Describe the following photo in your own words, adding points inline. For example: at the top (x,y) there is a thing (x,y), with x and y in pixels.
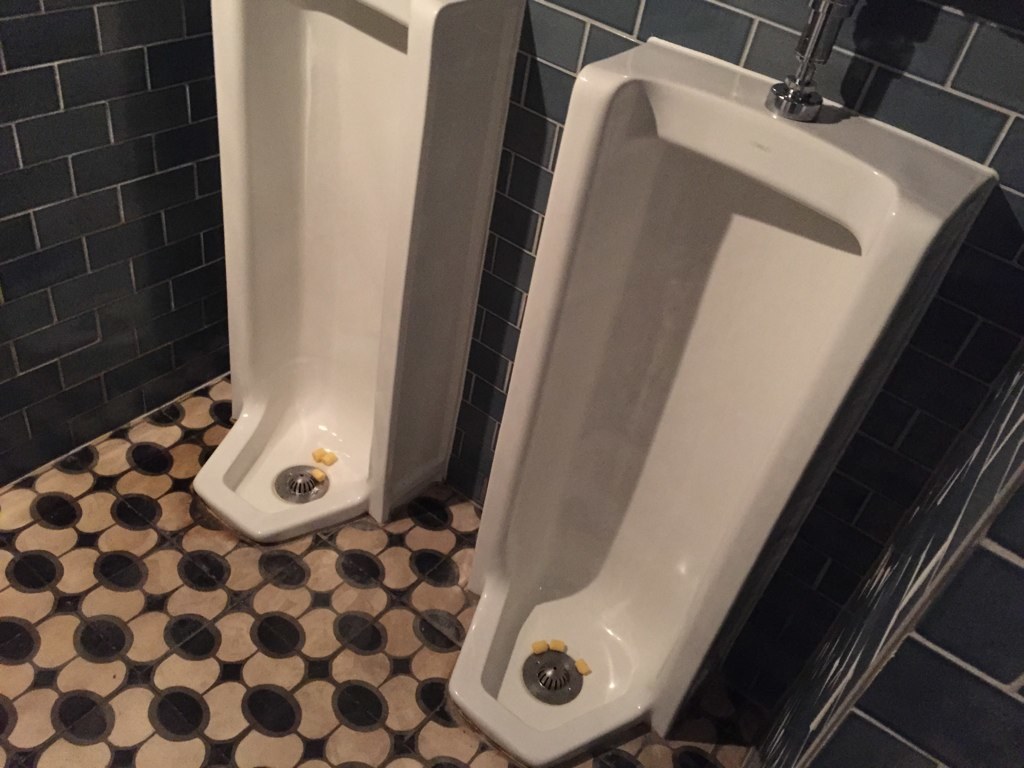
This picture is clicked inside the room (351,410). In the center (343,258) we can see the two objects (690,118) seems to be the toilets sinks (239,59). At the top (820,36) we can see a metal object (812,47) attached to the toilet sink (659,91). In the background (871,55) we can see the wall (588,51).
